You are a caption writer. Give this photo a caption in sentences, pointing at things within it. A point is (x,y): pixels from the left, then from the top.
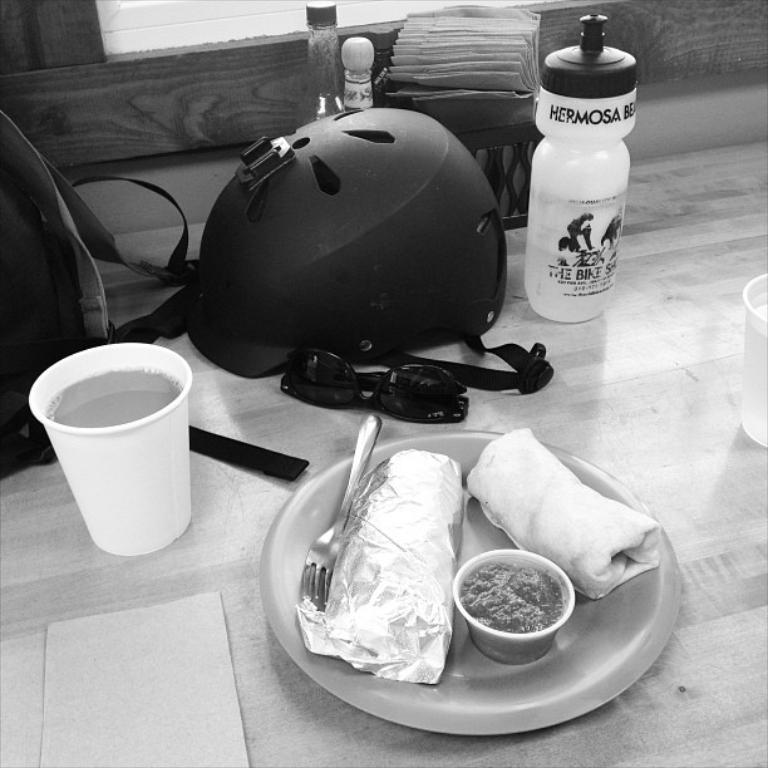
In this picture we can see a plate (583,640), glass (177,475), helmet (318,333), couple of bottles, bag (77,202) and spectacles (298,374) on the table (667,424).
